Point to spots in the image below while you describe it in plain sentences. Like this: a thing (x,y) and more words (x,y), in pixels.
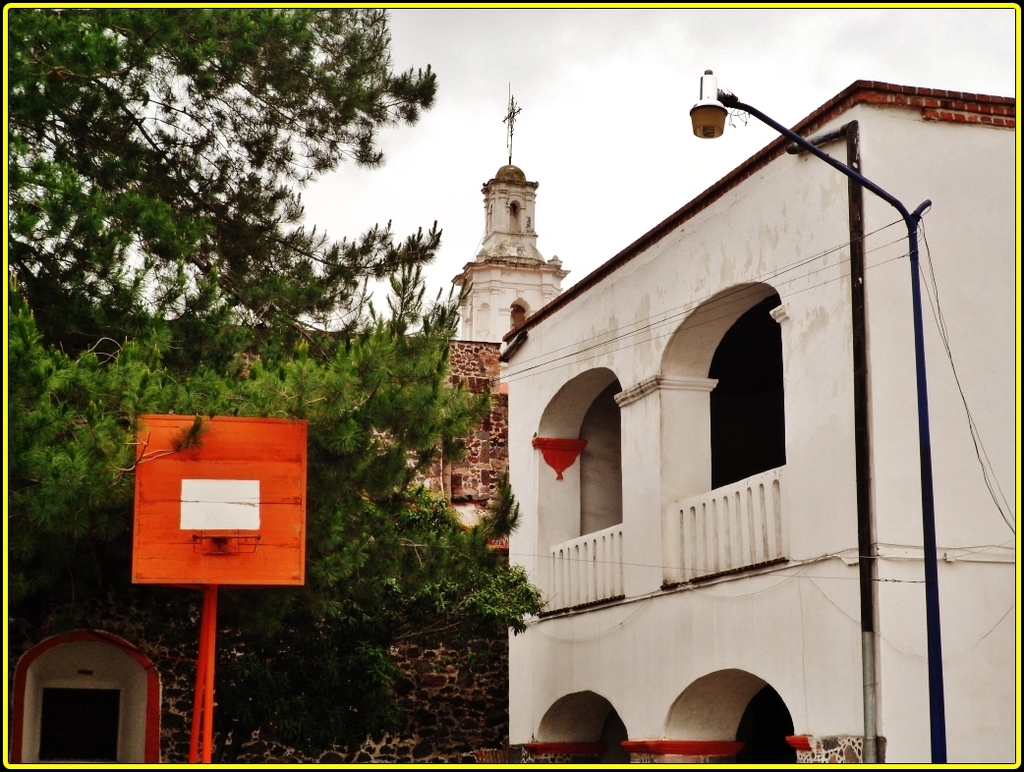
In this image I can see buildings (544,531), goal net (273,493), door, street light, wires (590,349) and trees (357,314). At the top (539,119) I can see the sky (539,119). This image is taken may be during a day.
